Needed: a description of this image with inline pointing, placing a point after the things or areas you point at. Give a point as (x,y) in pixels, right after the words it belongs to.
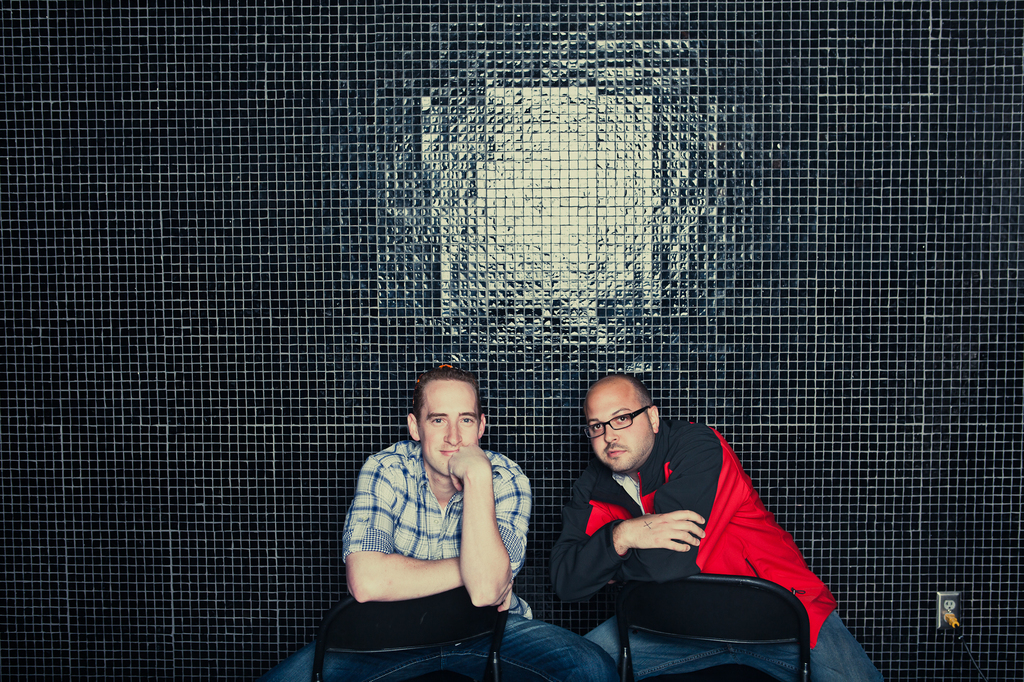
In the middle of the image (456,438) there are two men (479,639) sitting on the chairs (734,631). In the background (149,485) there is a black surface (264,430), it seems to be a wall (877,320).
